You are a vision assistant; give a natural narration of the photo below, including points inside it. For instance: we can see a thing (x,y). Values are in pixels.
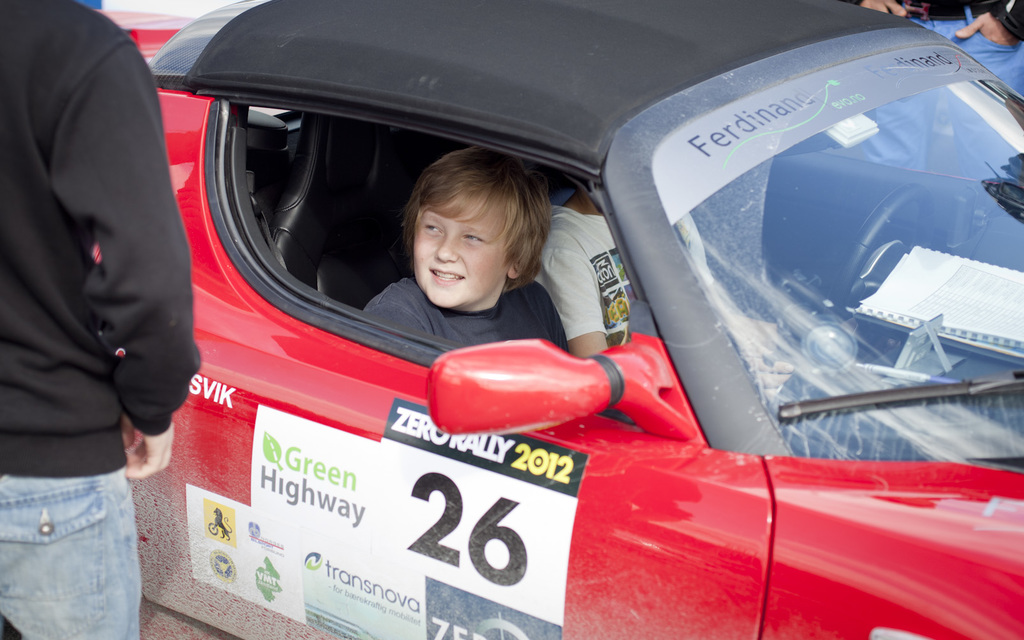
In the image we can see there are people (553,299) who are sitting the car (374,461) and there is another person (85,243) standing here.
